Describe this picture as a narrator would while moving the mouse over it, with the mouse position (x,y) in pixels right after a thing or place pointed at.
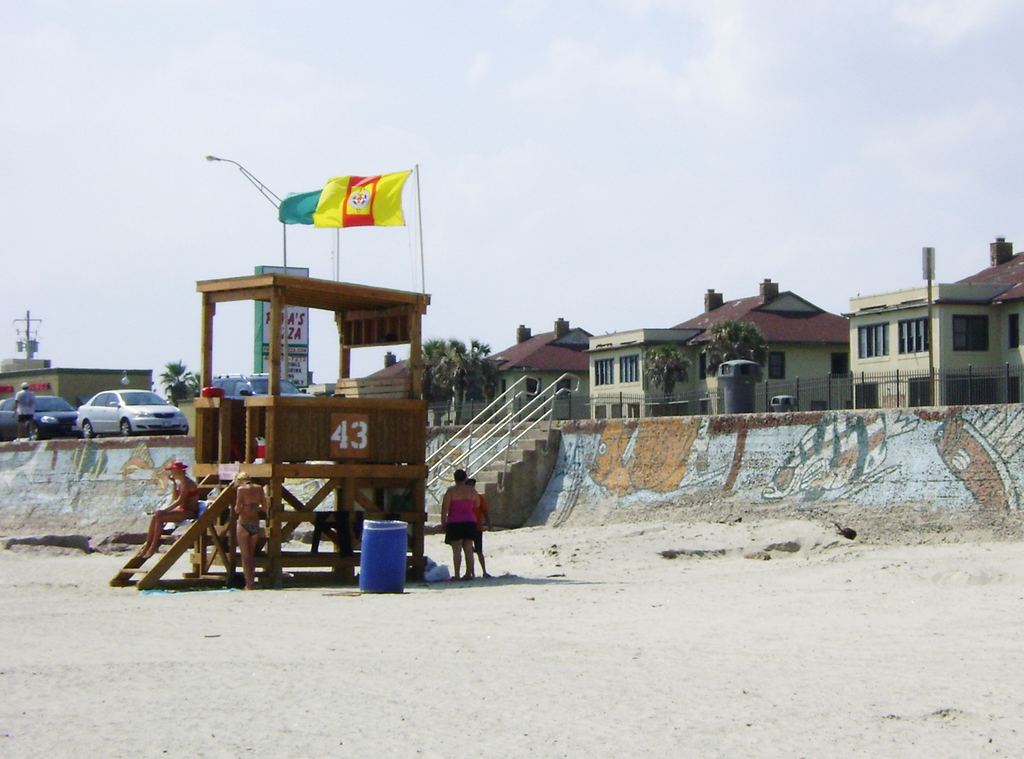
In the background of the image (999,279) there are houses (531,351). There are trees (458,352). At the top of the image (559,106) there is sky (391,134). In the center of the image (372,312) there is a wooden structure (382,452) with staircase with people (239,507). To the left side of the image (132,391) there are cars (40,433). There is a person (23,417) walking. At the bottom of the image (385,632) there is sand (390,681). In the center of the image (454,450) there is a staircase (483,475) and staircase railing (448,468).
